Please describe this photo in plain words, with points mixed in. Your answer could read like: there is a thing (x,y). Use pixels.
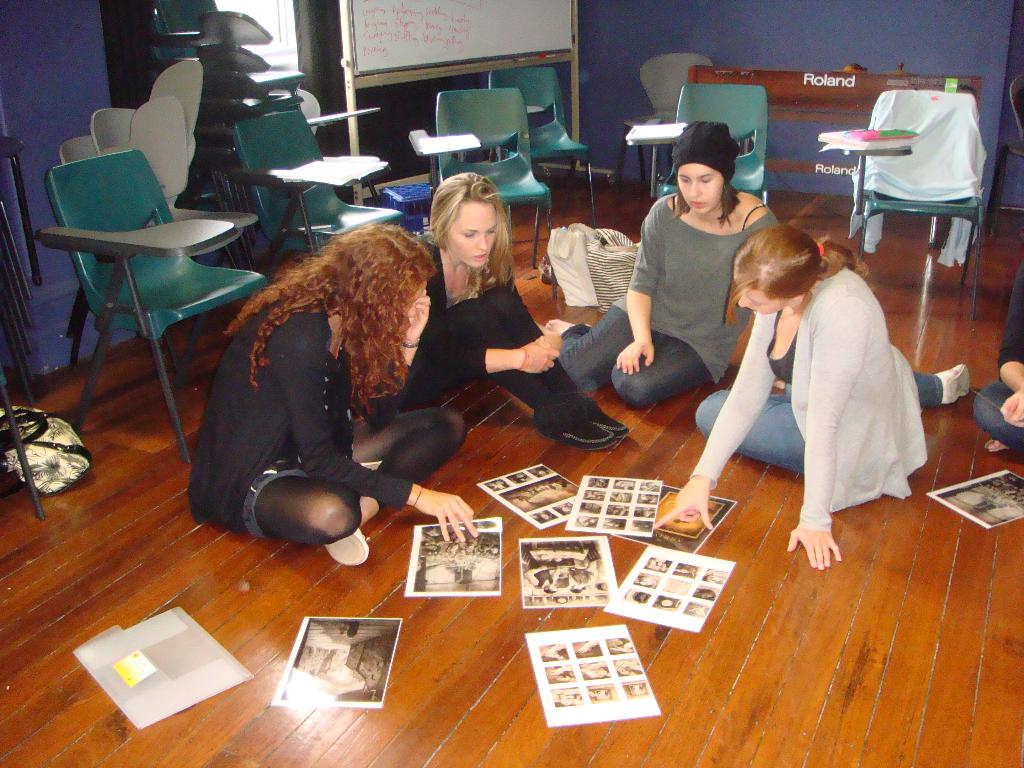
Here we can see four women (664,261) sitting on the floor (758,620) and photographs (464,592) on the floor (771,574). In the background (16,228) there are chairs (467,96), wall (16,228), board (543,36) on a stand (559,60), window (261,14), a bag (43,461) on the floor (54,509) on the left side (46,434) and on the right side (1014,357) we can see a person (998,399) sitting on the floor (720,714).
